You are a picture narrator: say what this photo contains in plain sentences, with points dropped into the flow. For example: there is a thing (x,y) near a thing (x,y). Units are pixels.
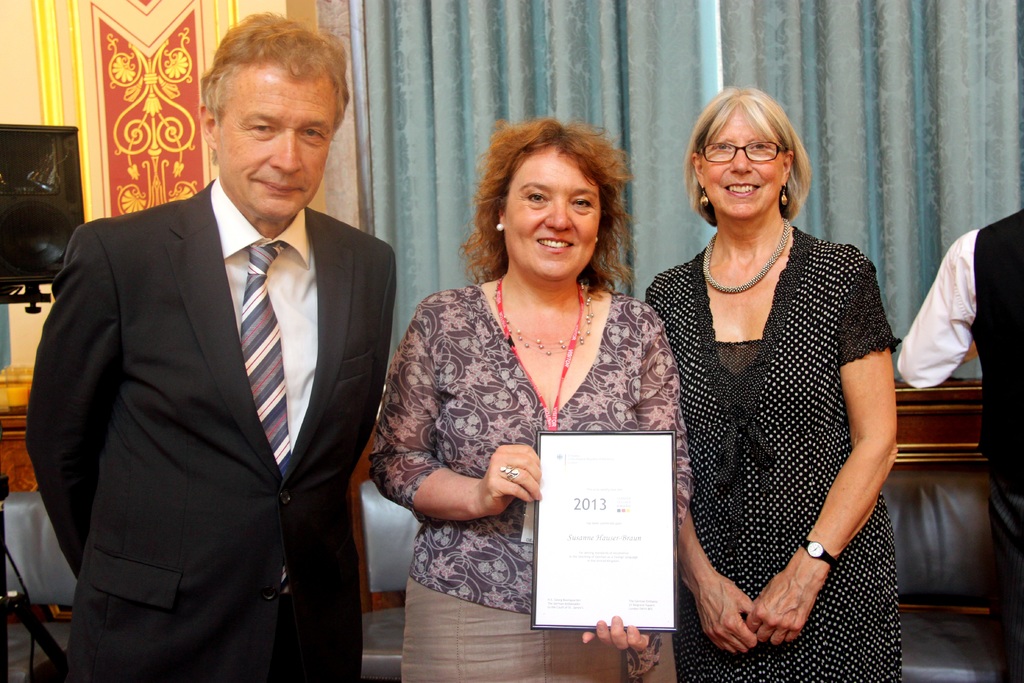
In this image we can see some people (588,337) standing. In that a woman (436,325) is holding a board (609,486). On the backside (443,257) we can see some curtains (375,195) and a speaker (72,150).
